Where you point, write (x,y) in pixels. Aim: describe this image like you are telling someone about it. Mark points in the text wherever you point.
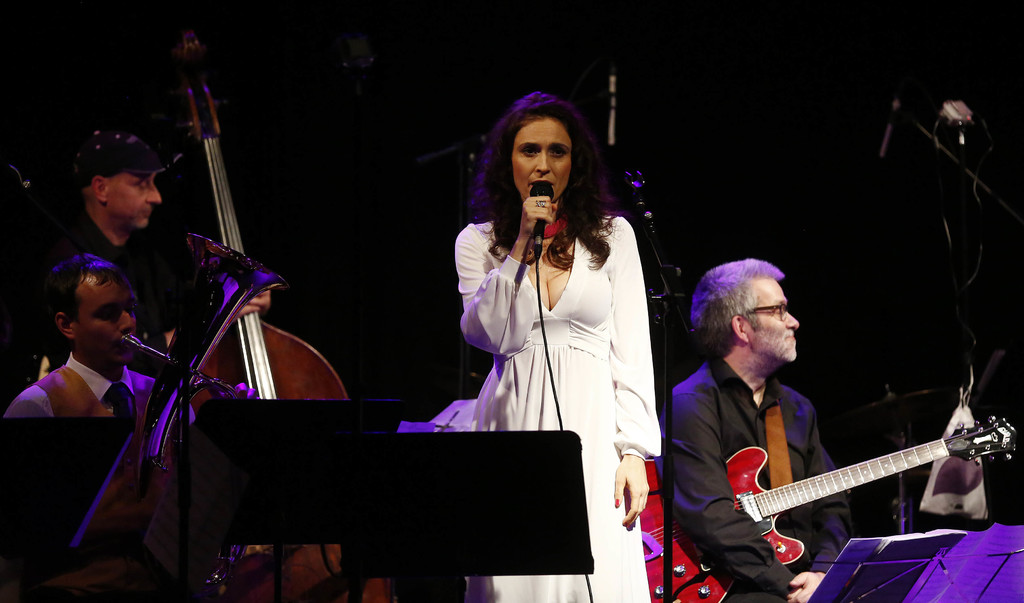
This is a picture of a lady (513,387) who is in white frock (609,274) holding a mike (541,196) and standing in front of three people (65,265) who are playing some musical instruments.
